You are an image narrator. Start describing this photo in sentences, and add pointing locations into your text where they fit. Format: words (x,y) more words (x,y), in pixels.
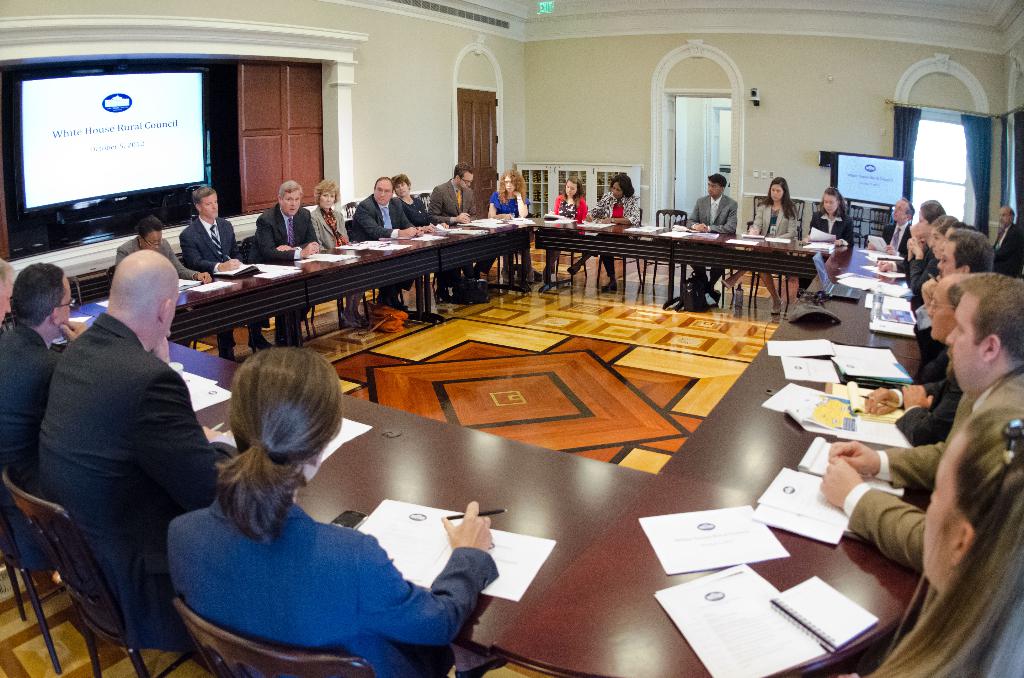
This image is taken in the conference room (424,330). In this image we can see there are some people (141,379) sitting on chairs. In front of them there is a table (392,461). On the table (582,564) there are a few papers (528,558) and a few people (142,313) are holding pens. On the left side of the image (100,166) there is a screen (125,147). In the background (457,55) there is a door (476,134) and window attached to the wall (524,137).
